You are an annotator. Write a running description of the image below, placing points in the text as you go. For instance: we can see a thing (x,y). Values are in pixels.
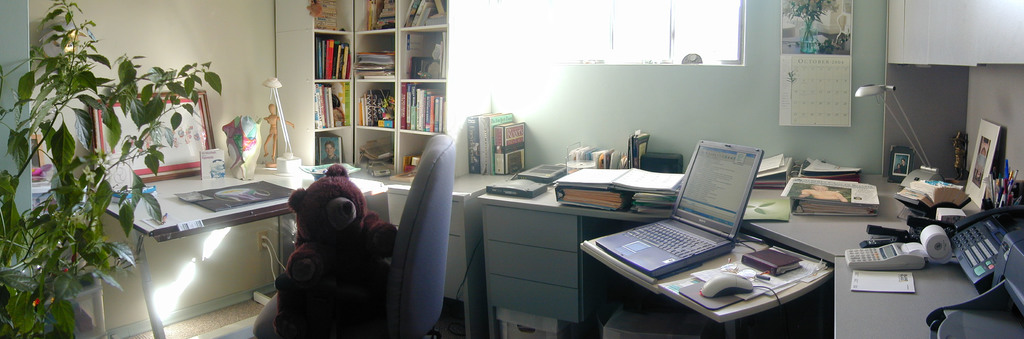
In this image I see a plant (3,208), a toy (297,240) on this chair (259,321) and there are tables (288,185) on which there are many things (736,197) and I can see a rack (304,25) which are full of books (440,5) and a window (526,22).
